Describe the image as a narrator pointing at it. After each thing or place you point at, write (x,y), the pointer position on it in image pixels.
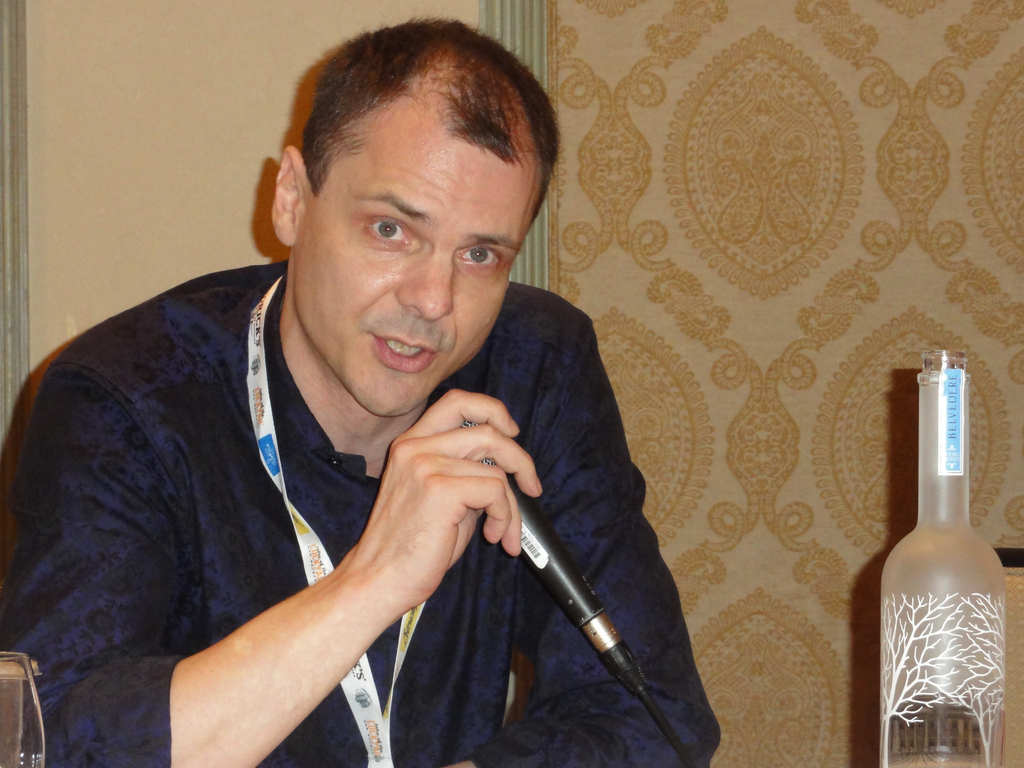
In the image we can see there is a person (494,517) who is present and he is holding mic (553,569) in his hand (507,520).
